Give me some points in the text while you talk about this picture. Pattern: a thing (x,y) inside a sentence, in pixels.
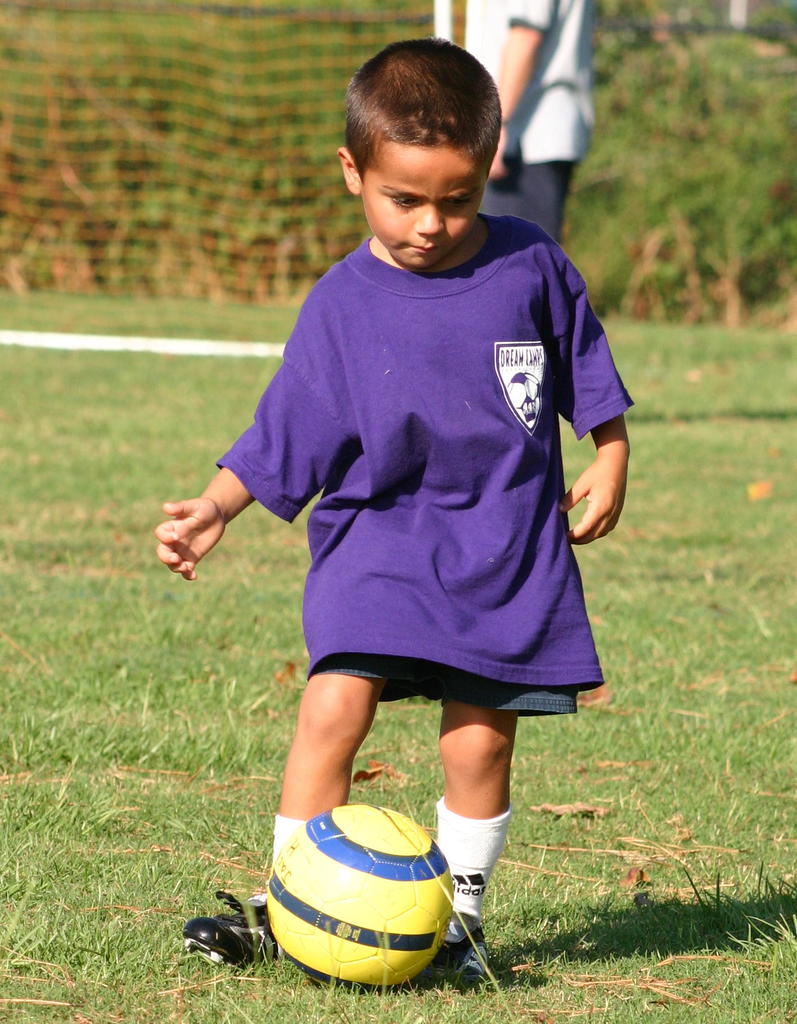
There is a boy (424,432) in this picture, playing with a ball (337,865) on the ground (224,722). In the background (179,212) there is a goal post (242,129) and a person (533,108) standing here.
